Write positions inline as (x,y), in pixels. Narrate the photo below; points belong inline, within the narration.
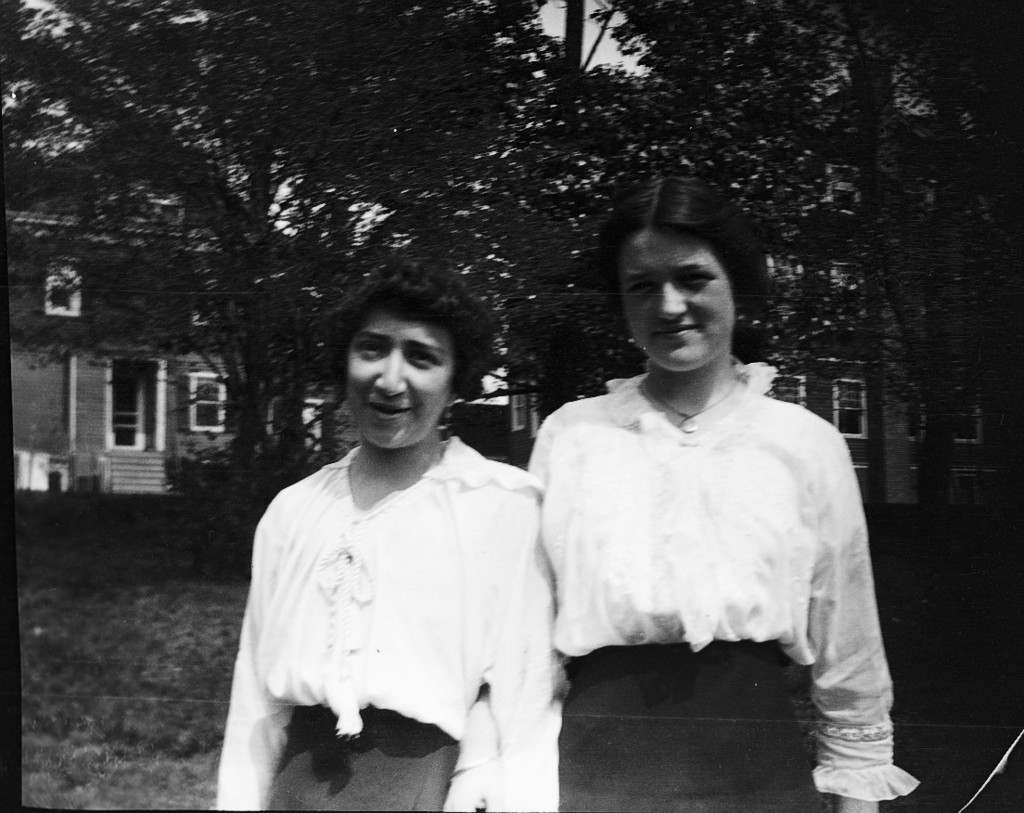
In this image, we can see two women (672,651) standing, in the background (592,249), we can see some trees (825,339) and we can see homes (73,387).
